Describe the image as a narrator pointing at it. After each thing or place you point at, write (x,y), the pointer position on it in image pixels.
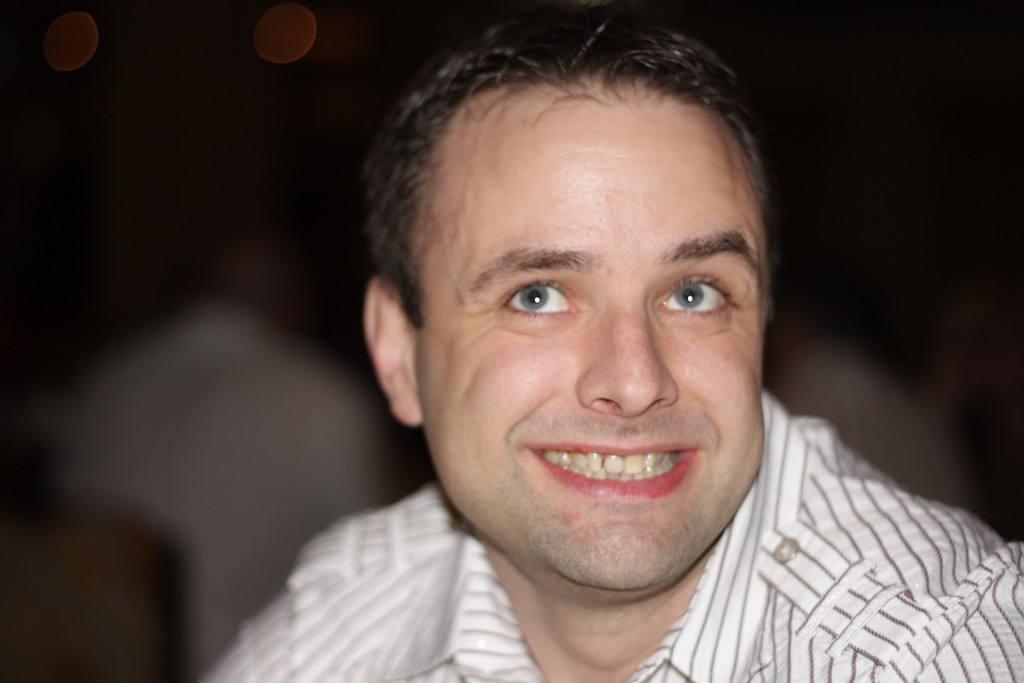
In the foreground of this picture (657,482), there is a man (840,635) in white shirt (854,625) having smile (620,463) on his face (562,282) and the background (187,338) is blurred.
